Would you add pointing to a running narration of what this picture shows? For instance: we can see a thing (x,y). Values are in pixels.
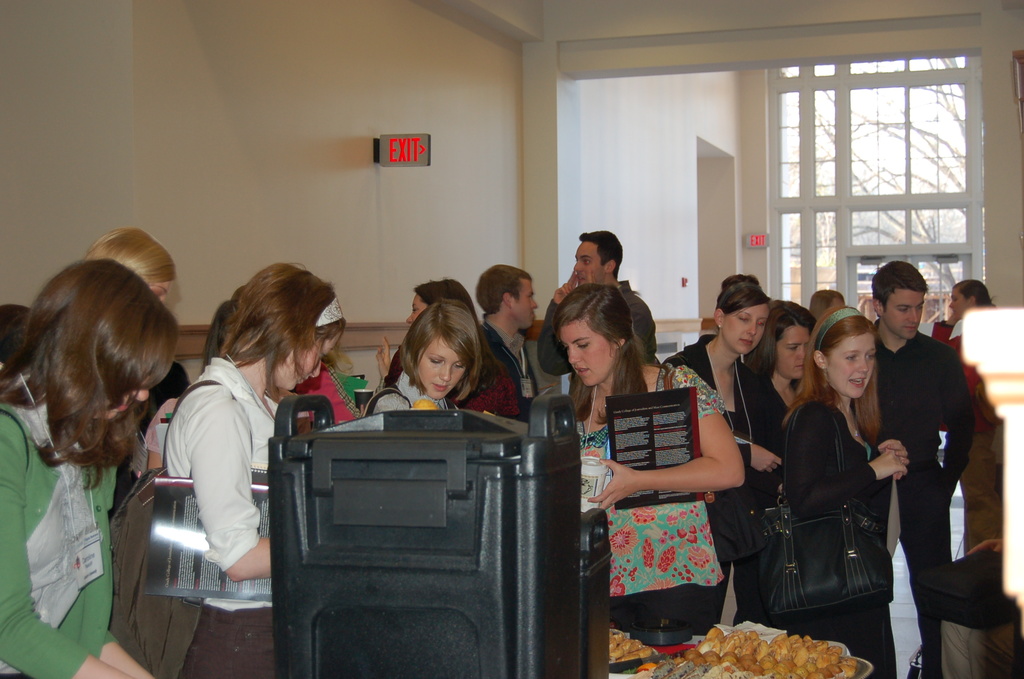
In the middle of the image (464,424) there is a black box (522,589). Behind the box (525,618) there are food items (712,678). There are few people (342,349) standing. They are wearing bags (812,565) and holding books (152,529) in their hands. Behind them there is a wall (700,138) with sign boards (415,158) and also there is a glass wall (847,119) with doors (854,288).
